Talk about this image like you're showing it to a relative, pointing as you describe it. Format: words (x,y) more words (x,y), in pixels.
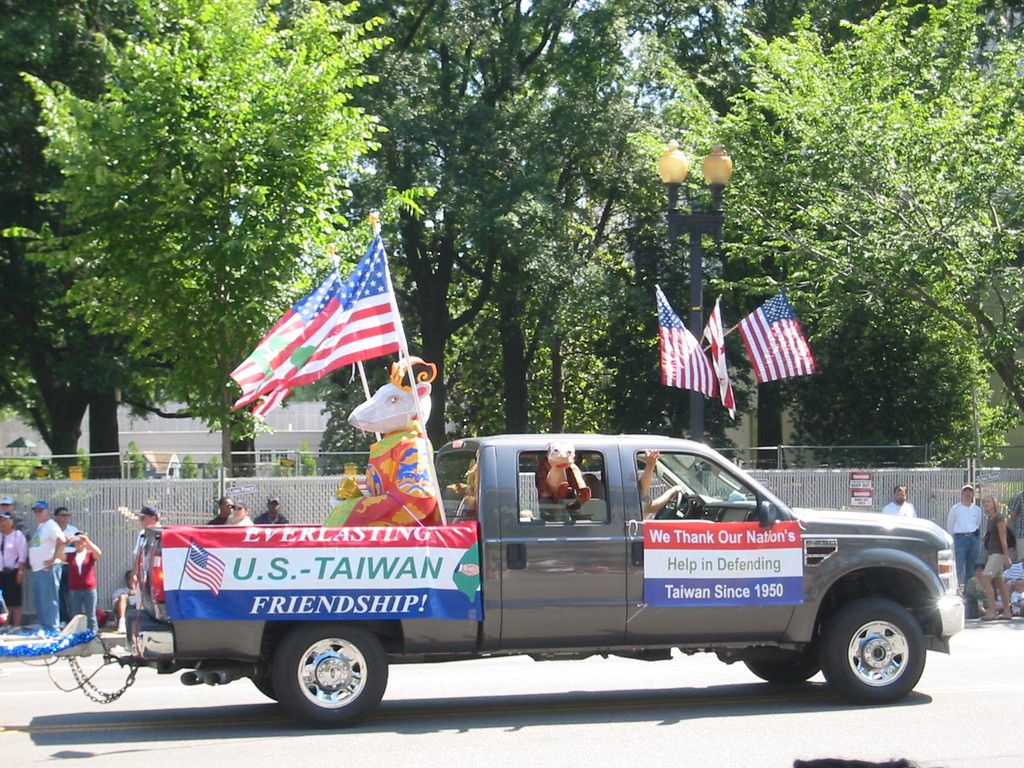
In this image I see a truck (489,442) on which there is a statue (394,441) and I see flags (301,344) and I see 2 banners (447,569) on which there are words (730,539) and numbers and I see the road (947,686). In the background (1018,579) I see people (93,547), fencing (101,540), light pole (698,261) and I see the trees (447,318).
